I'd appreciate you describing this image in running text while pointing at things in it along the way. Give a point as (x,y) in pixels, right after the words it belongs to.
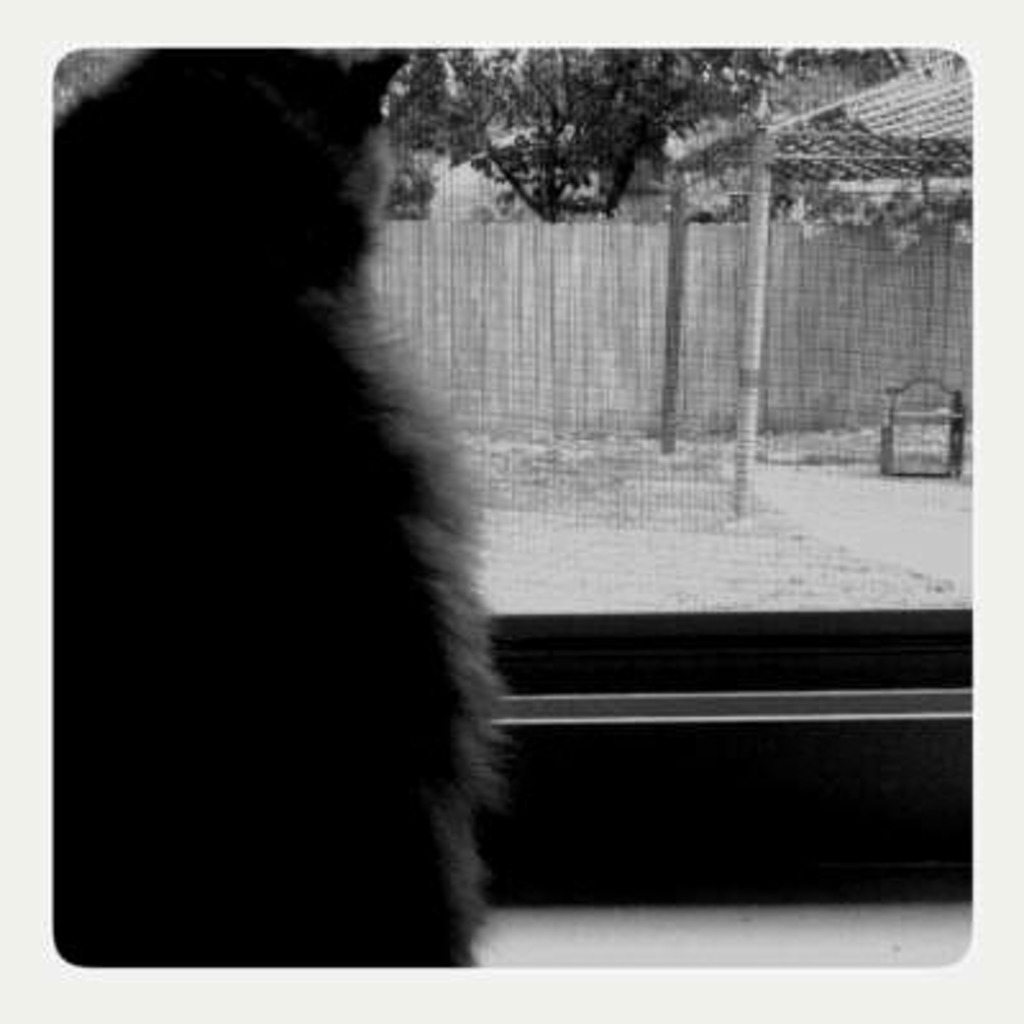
In this image I can see an animal (370,332) and in background (778,240) I can see a wall (944,366) and a tree (657,121).
